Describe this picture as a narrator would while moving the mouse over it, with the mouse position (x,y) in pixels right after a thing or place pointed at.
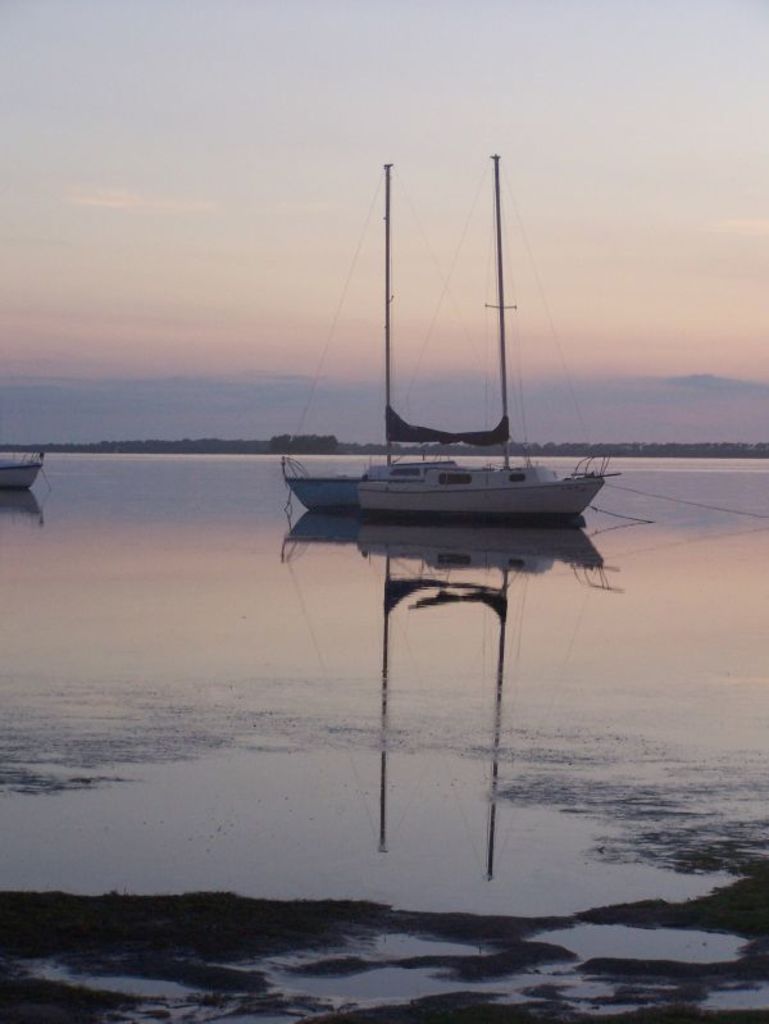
In this image we can see boats (359,499) on the water (461,750). In the background (590,134) there is sky (251,231) with clouds (157,387).
